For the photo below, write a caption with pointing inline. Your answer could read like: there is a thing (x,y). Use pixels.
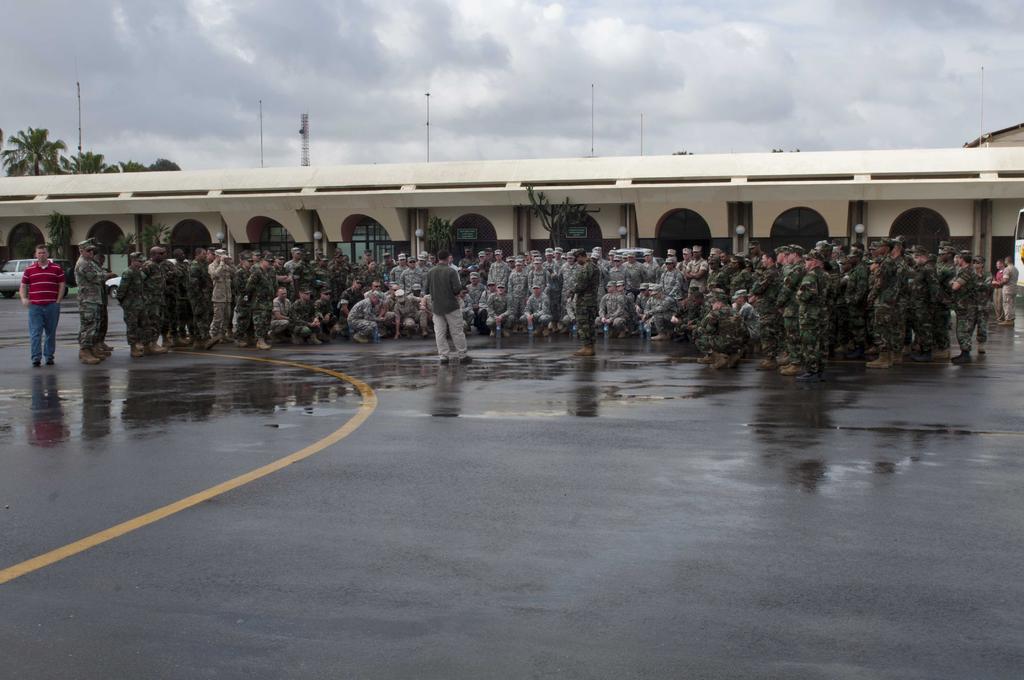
There are group of people (40,334) on the road (459,580). In the background (8,245) we can see cars (19,263), plants (135,239), building (881,228), lights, poles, trees (27,148) and sky (528,116) with clouds (329,132).
